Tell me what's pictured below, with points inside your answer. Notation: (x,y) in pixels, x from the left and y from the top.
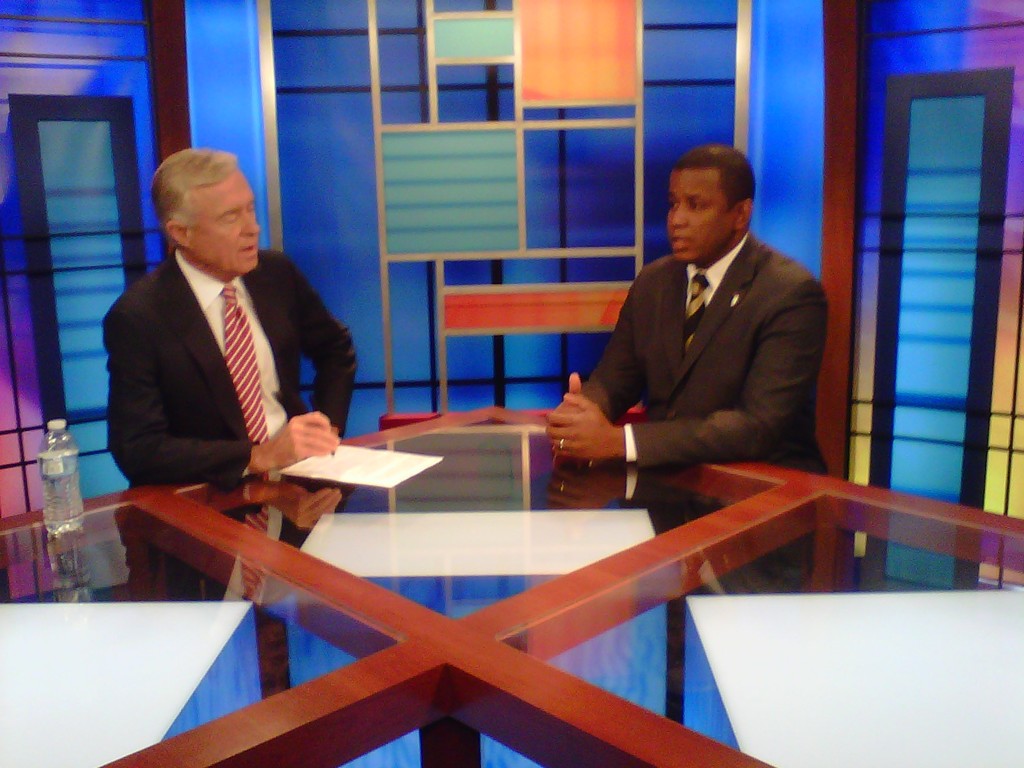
There are two persons (131,300) sitting on the chairs (646,418). This is table (269,611). On the table (99,559) there is a bottle (58,450) and a paper (354,461). In the background (481,323) there is a glass (793,16) and this is door (969,248).
